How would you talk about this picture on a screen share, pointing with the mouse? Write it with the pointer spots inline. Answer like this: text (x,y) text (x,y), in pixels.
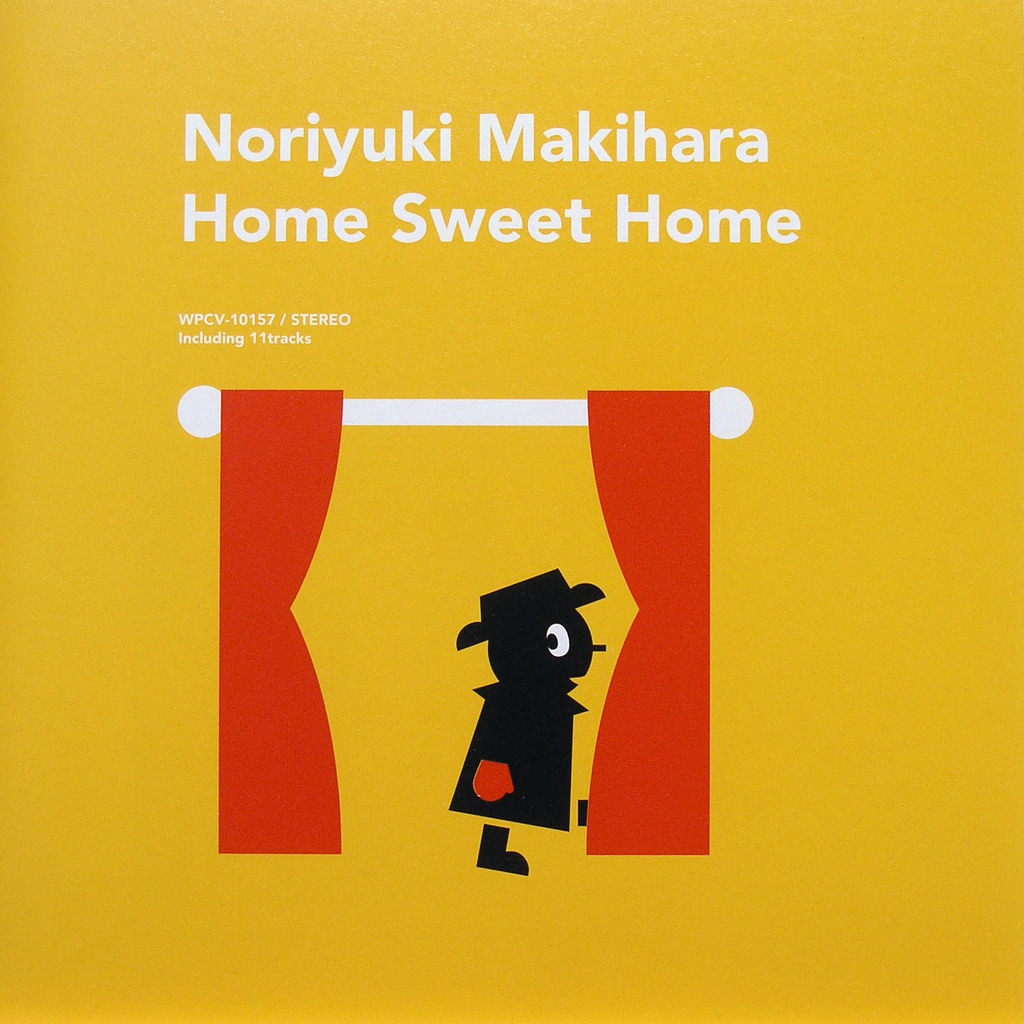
I see this an animated picture and I see the white rod (580,416), red curtains (687,416) and a person (504,638) over here and I see few words (371,145) written over here and I see the yellow background (977,507).
